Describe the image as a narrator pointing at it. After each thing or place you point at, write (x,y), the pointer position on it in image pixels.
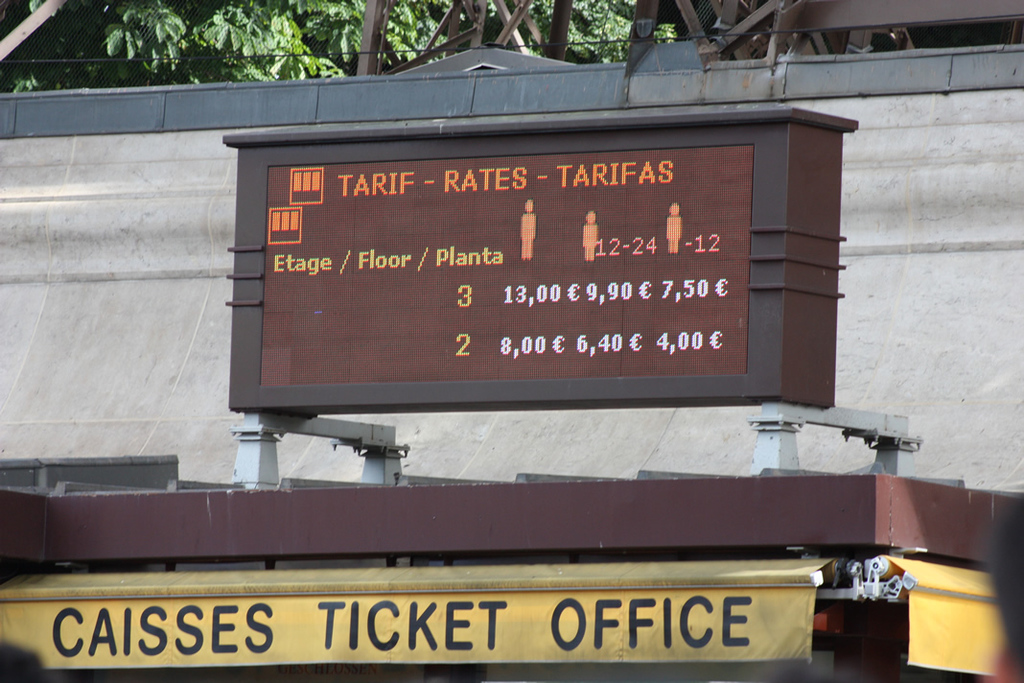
This picture is clicked outside. In the foreground (337,633) we can see the text (740,617) on an object (488,575). In the center (590,298) we can see the text (458,171) and numbers (538,346) and some pictures (675,229) on the board (362,129) attached to the stand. In the background (118,172) we can see the wall (140,156), net (192,45), metal rods (800,3) and the trees (253,19).
